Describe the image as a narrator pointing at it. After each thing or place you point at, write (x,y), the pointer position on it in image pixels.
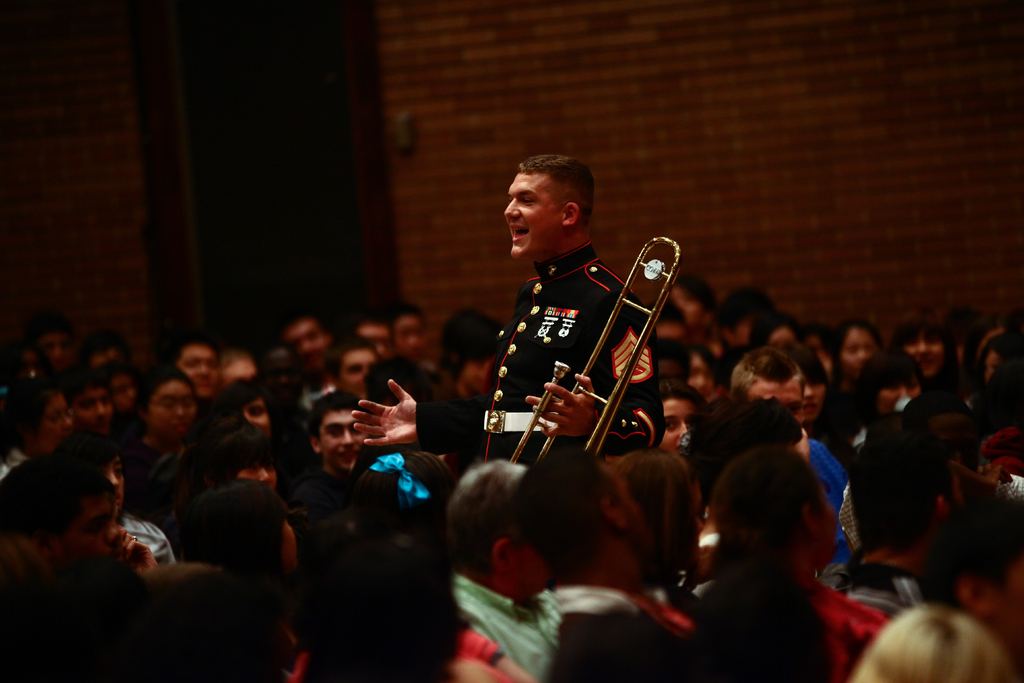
This picture shows many people (173,401) seated on the chairs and we see a man (541,186) standing and holding a trombone (623,292) in his hand (572,394).
